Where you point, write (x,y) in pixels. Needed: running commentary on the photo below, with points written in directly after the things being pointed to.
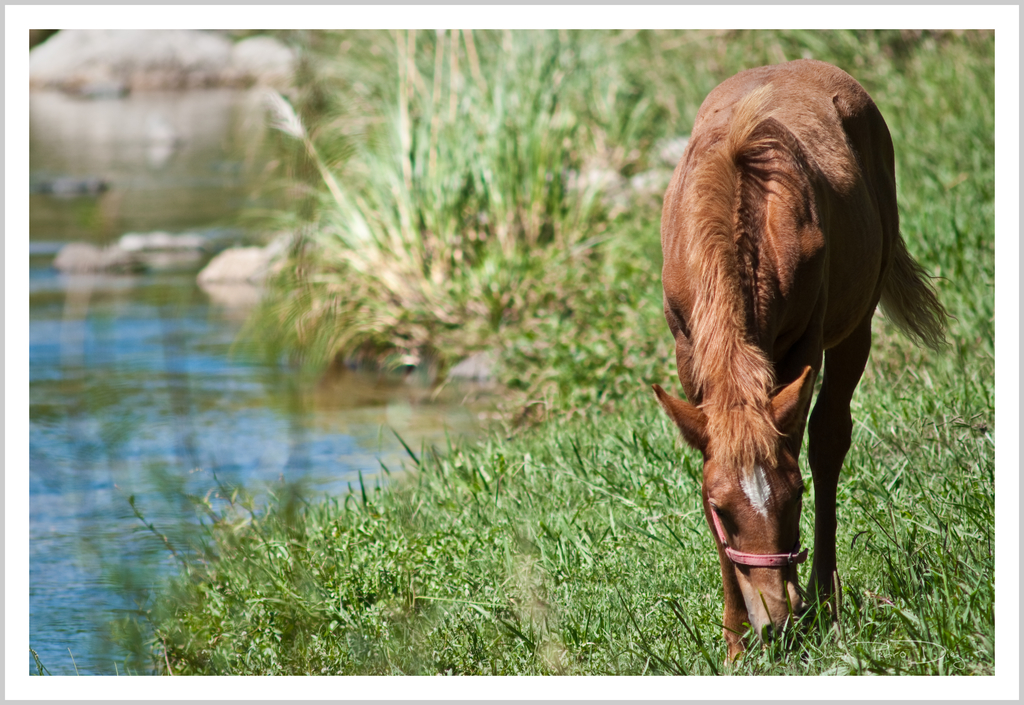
In this image in the foreground (722,325) there is one horse (703,294), and at the bottom (884,490) there is grass (609,475) and river (147,387). In the background (280,115) there are some plants (280,115) and some rocks (150,73).
